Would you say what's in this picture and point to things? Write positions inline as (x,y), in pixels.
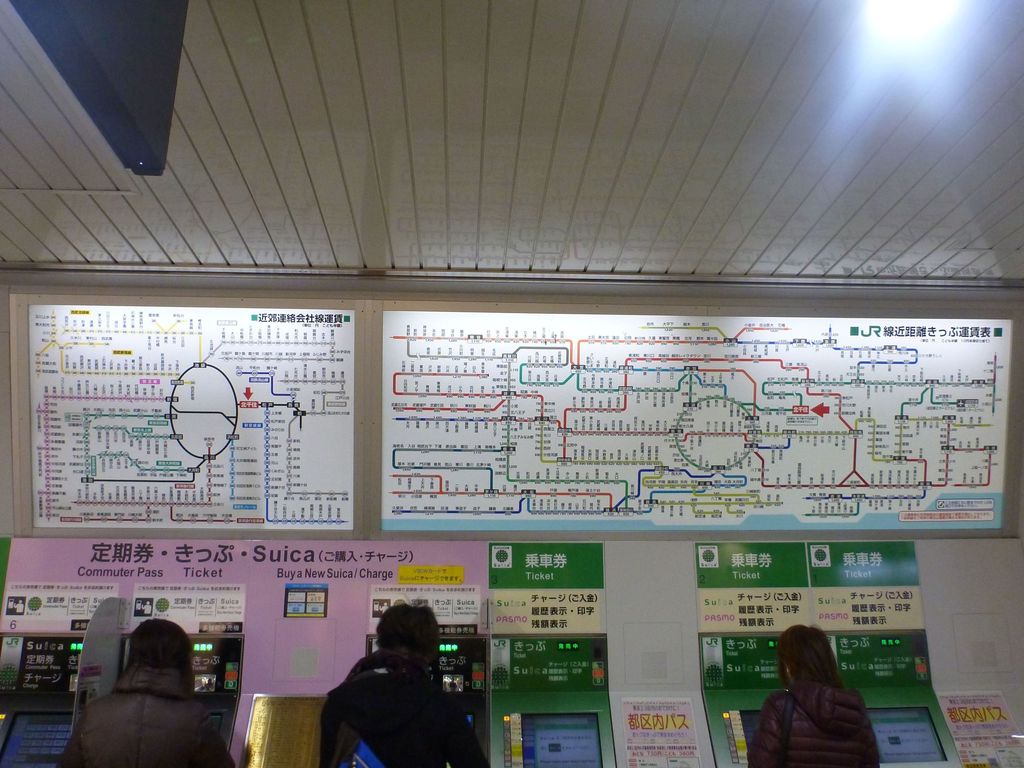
In this picture there are three people (777,703) in the foreground (792,748). At the back (552,656) there are boards (1005,347) on the wall (334,641) and there is text (545,623) on the boards (658,433). At the top (932,27) there is a light (923,45) and there is an object (134,121).
